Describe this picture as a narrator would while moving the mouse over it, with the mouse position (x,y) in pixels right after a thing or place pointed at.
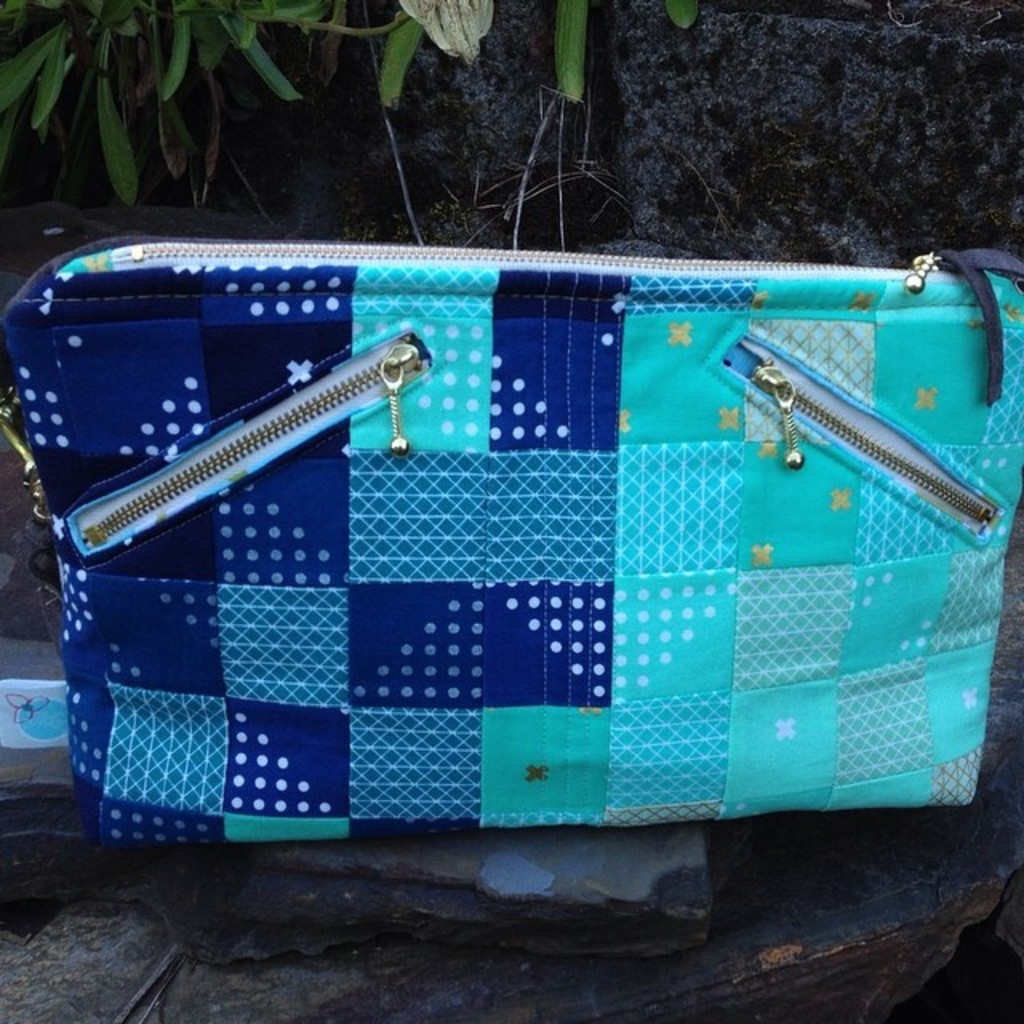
In this picture, we can see some hand bag (457,587), it has sky blue and blue color combination. The bag (435,368) has 2 small side zips (231,450) and one center main zip (662,270). In the background (641,90), there is wall (790,133) and plant (203,45) present. This handbag (203,636) is present on ground (820,834).
